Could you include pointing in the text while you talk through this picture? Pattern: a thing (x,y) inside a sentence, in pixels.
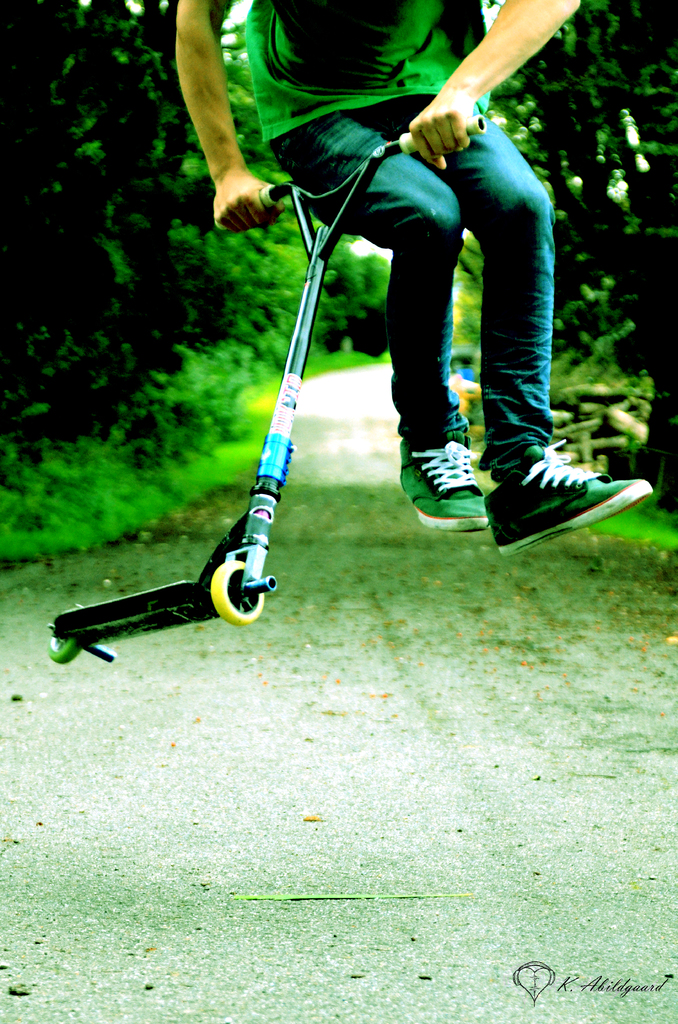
In the picture we can see a path (433,853) on the either sides of the path (418,777) we can see grass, plants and trees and we can see a person (346,0) jumping holding a scooter handle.
